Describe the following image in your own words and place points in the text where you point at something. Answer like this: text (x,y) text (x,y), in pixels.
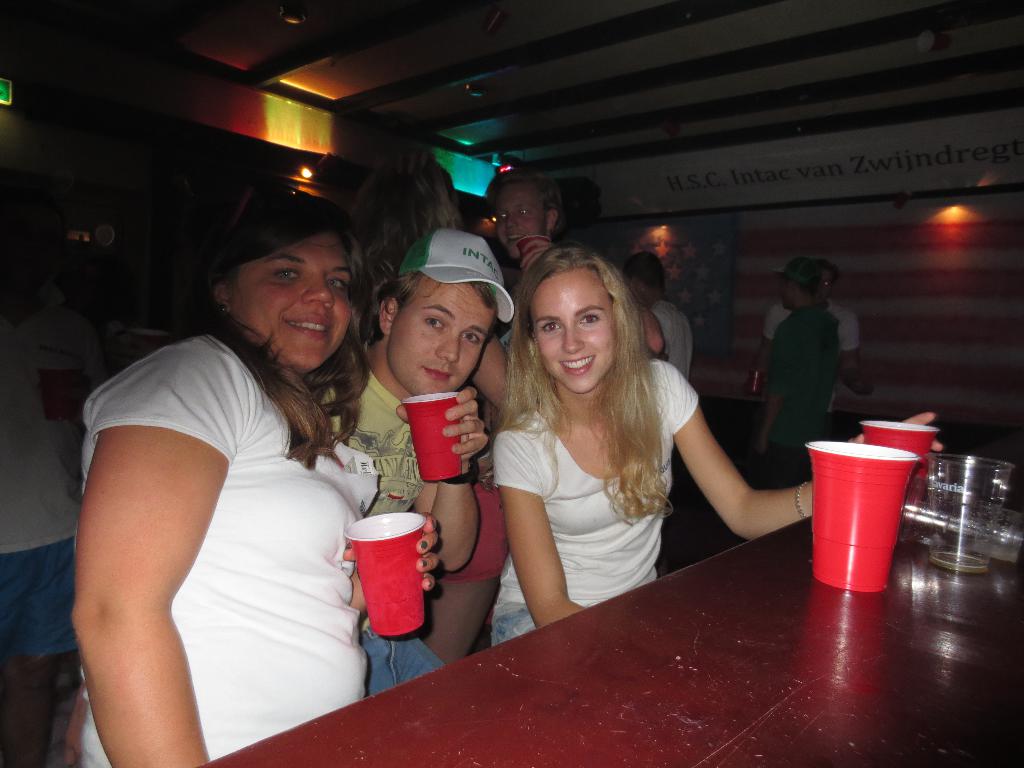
In this image we can see many people (470,386). Some are holding glasses (434,447). One person (432,328) is wearing cap (441,257). There is a platform (633,627). On the platform (771,599) there are glasses (878,479). In the back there are lights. Also there is a wall (853,201) with text (749,176).
